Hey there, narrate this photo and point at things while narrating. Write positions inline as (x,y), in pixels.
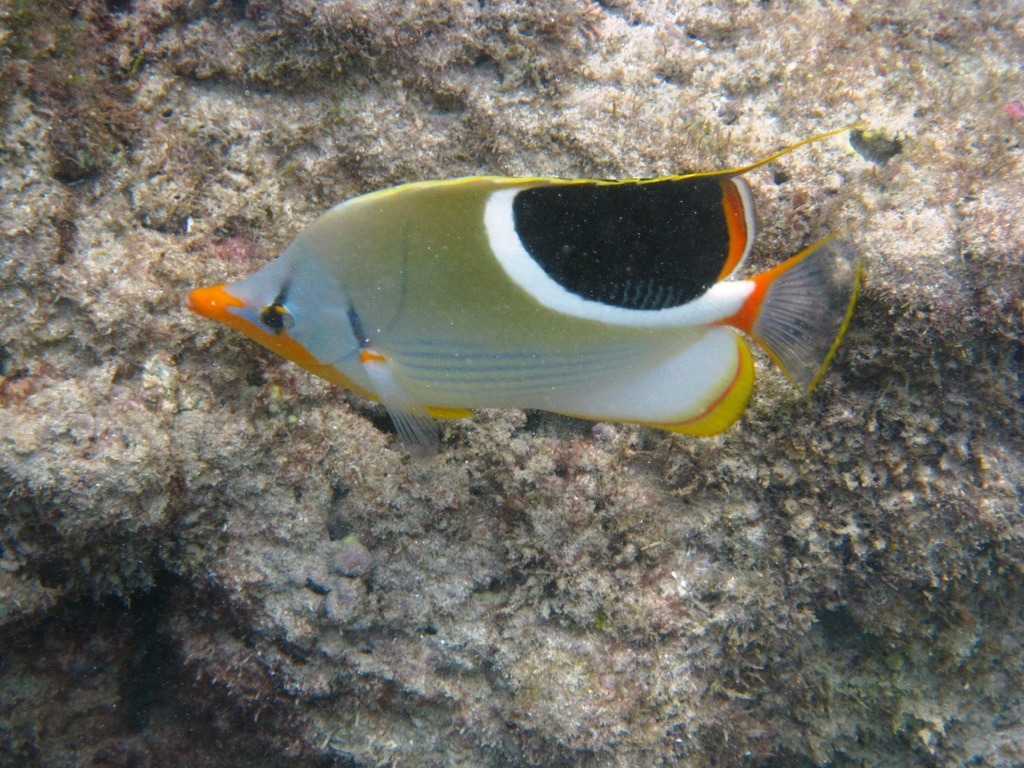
There is a fish (624,404) under the water (116,363) in the foreground (379,326), it seems like rock (386,163) in the background area (404,163).
